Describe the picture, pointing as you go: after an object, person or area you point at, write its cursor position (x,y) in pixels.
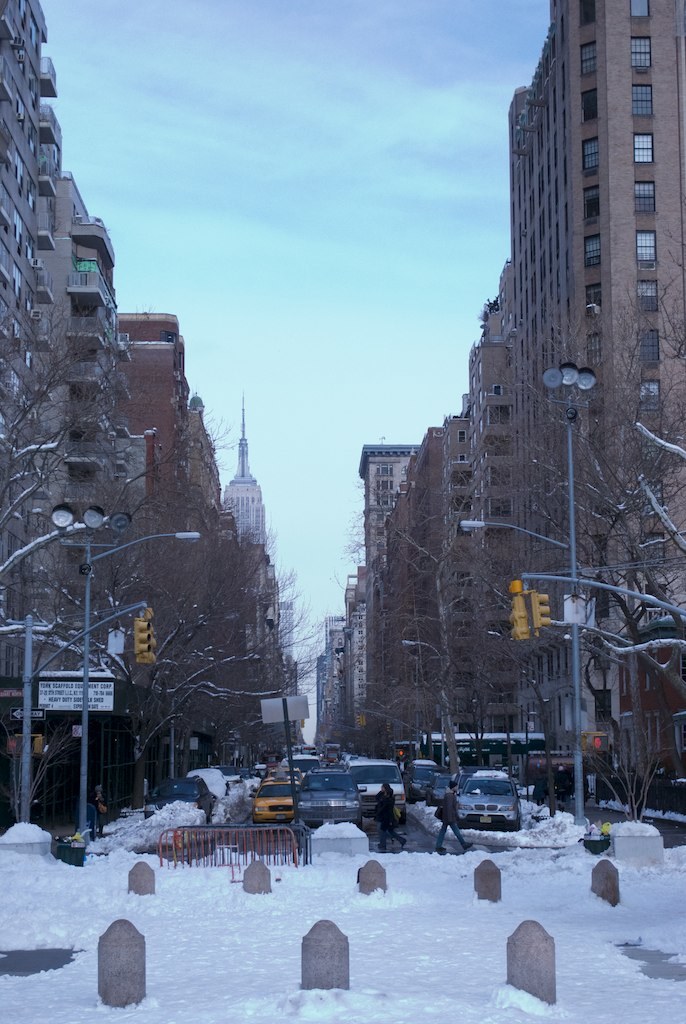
This picture shows few buildings (75,279) and we see few pole lights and traffic signal lights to the poles (633,591) and we see snow (139,833) and few cars (433,790) moving on the road (399,831) and few people (442,845) walking and we see trees (672,663) and few stones (114,1000) and a blue cloudy sky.
